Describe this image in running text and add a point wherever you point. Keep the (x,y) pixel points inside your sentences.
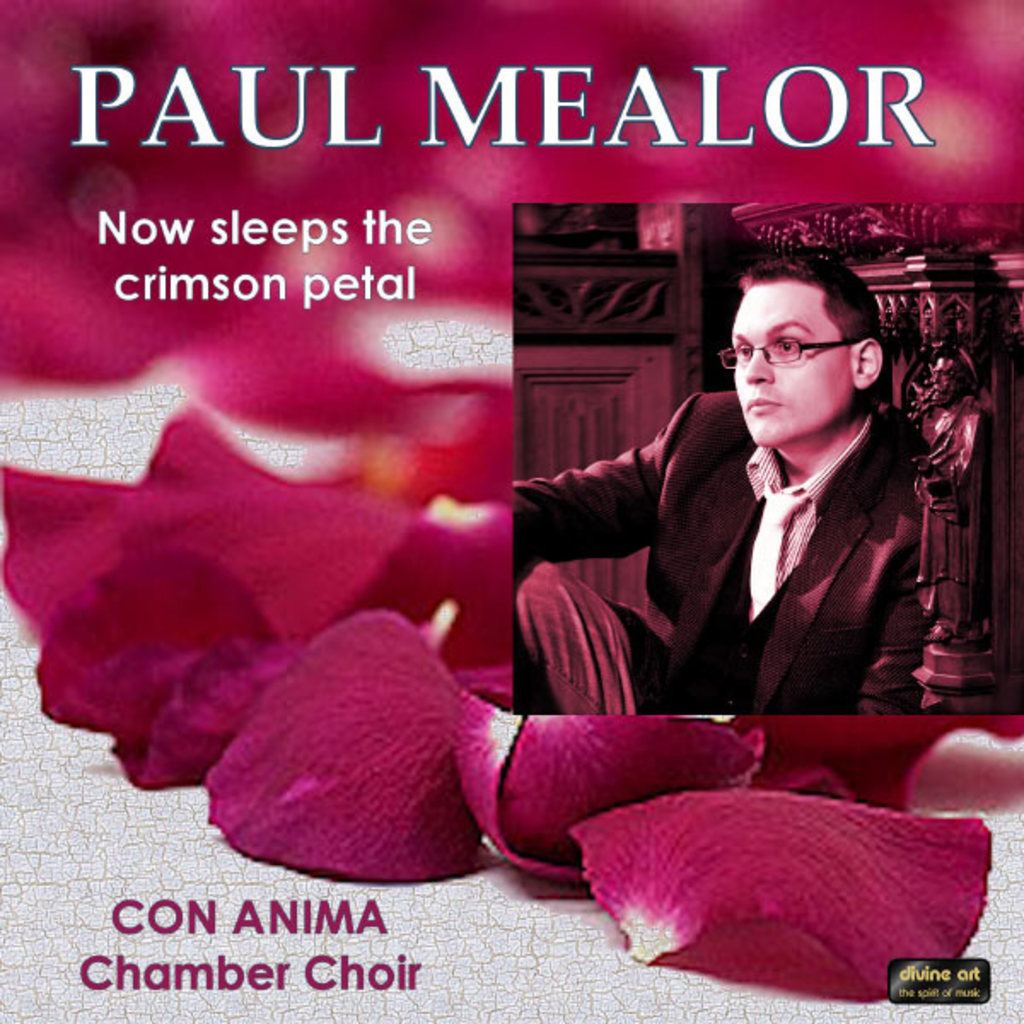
This is a poster, in this image at the top (461,103) and bottom there is some text (287,912), and in the center (417,655) there is one person (776,617) and some flower petals (481,692).
